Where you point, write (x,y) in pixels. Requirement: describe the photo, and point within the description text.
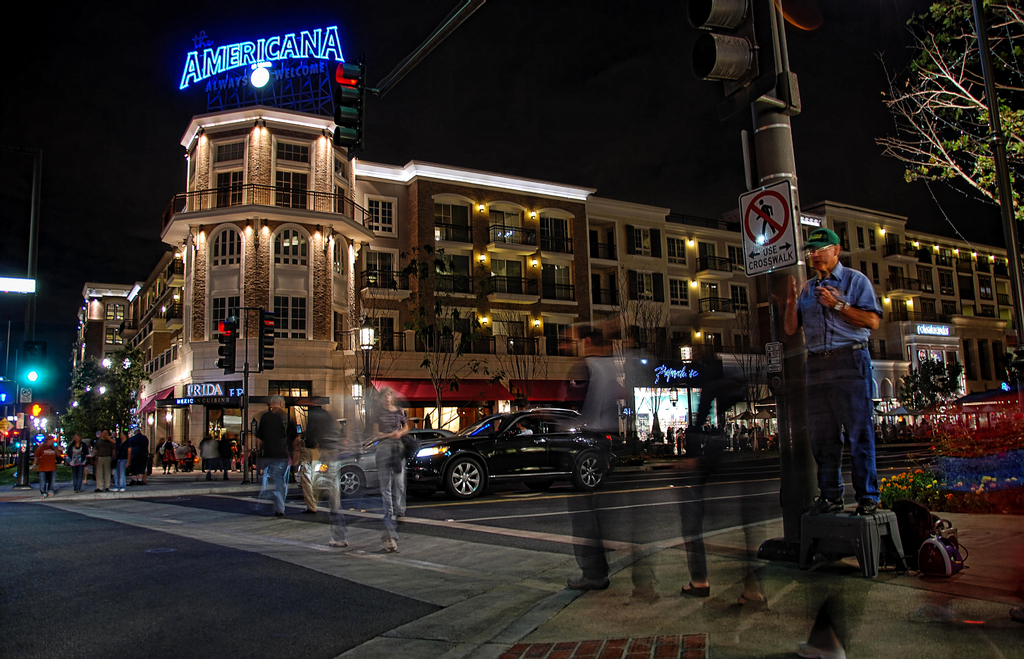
In this picture I can see group of people (859,387) standing and vehicles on the road (178,599). There are buildings (654,265), poles (796,228), lights (744,40), boards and trees (959,172), and there is dark background (3,35).
